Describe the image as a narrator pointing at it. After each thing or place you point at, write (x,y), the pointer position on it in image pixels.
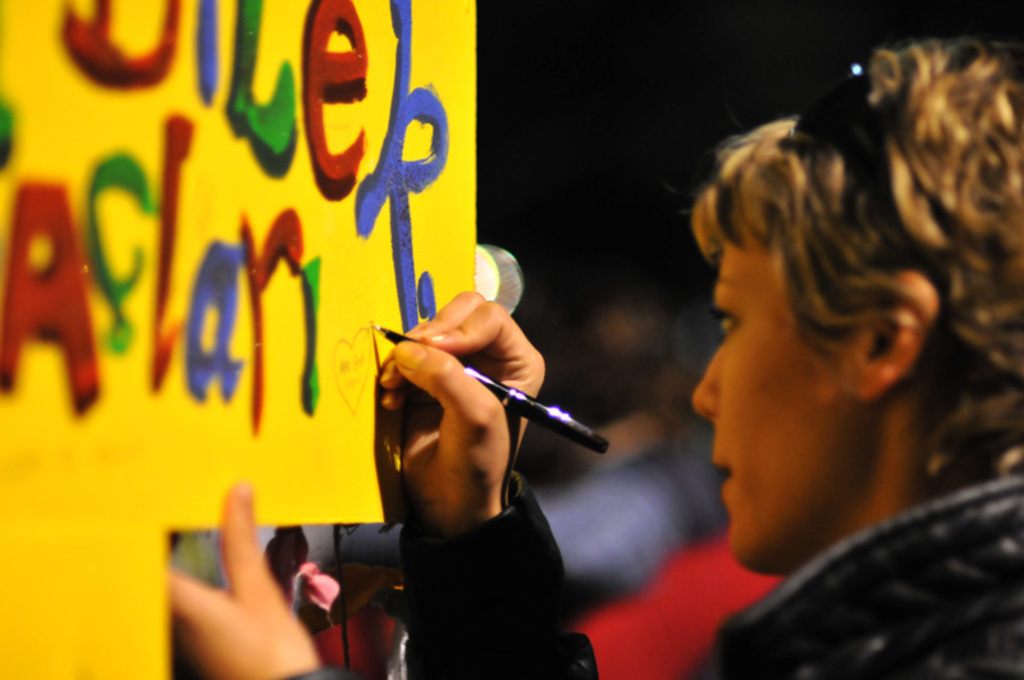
Here in this picture we can see a woman (789,478) writing something on the chart (45,466) present in front of her and we can see she is holding a pen (480,381) in her hand (486,425) and we can also see goggles (854,93) on her head (907,242) over there.
